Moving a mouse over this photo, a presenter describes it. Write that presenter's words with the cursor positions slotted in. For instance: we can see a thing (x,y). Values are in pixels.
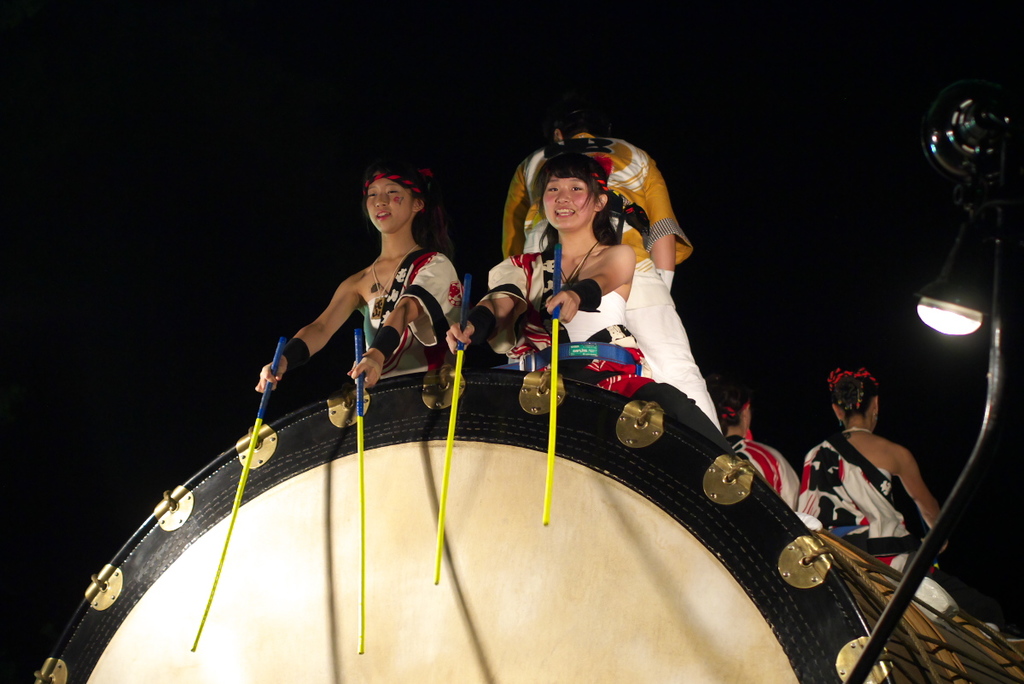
In this image I can see two women (556,235) and they are wearing a designer dress (497,281) and they are sitting on drum (742,476) and I can see another person's (746,415) visible on the drum (862,553) and I can see a light (934,304) visible on the right side (976,294) and in the background (92,128) I can see dark view.
